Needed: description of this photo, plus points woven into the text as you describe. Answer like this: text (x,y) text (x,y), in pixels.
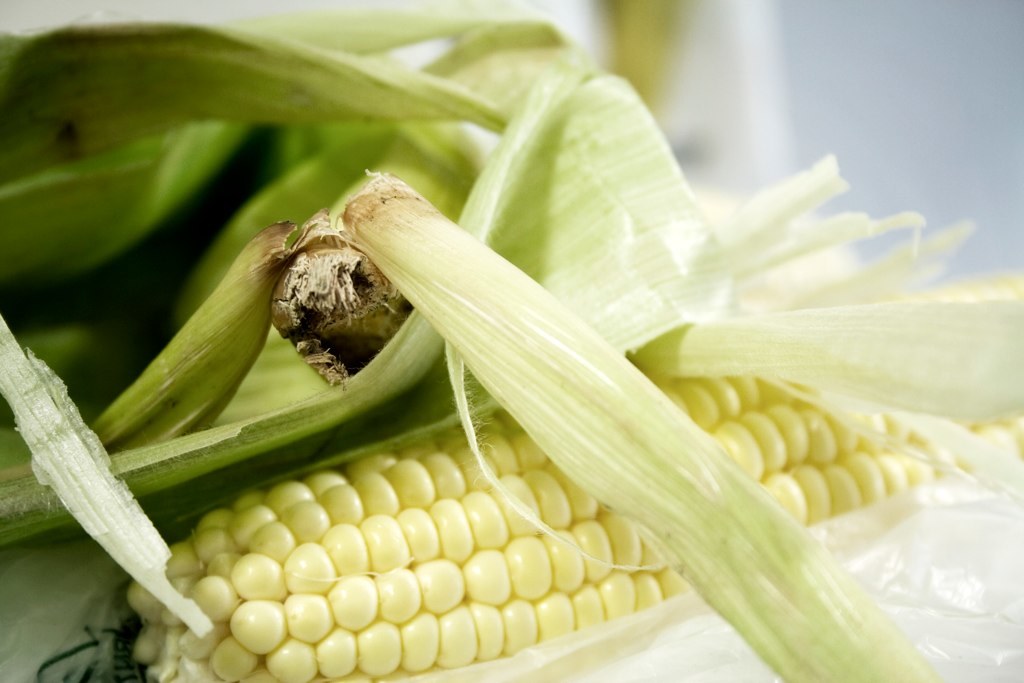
In this image I can see leaf (433,399) of sweet corn (761,437) and sweet corn (426,472).
